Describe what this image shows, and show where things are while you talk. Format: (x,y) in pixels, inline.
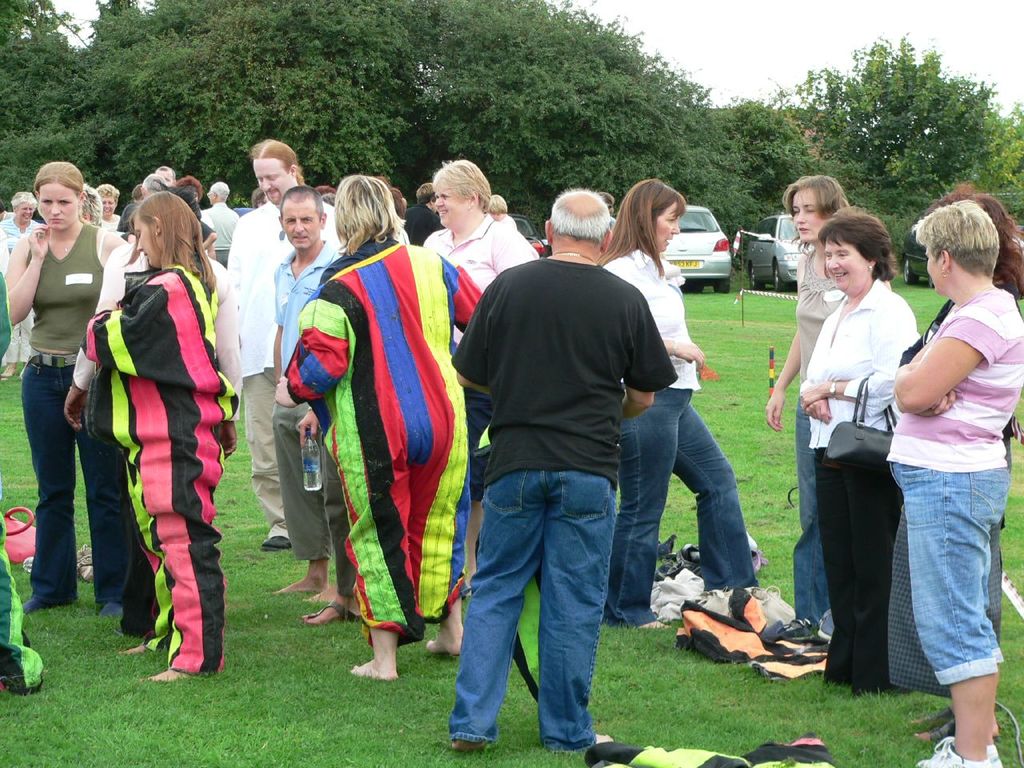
In this image we can see many people (288,348) standing. On the ground (275,605) there is grass (257,650). And there are few items (18,541) on the ground (632,672). In the back (851,181) there are vehicles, trees (498,98) and sky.
